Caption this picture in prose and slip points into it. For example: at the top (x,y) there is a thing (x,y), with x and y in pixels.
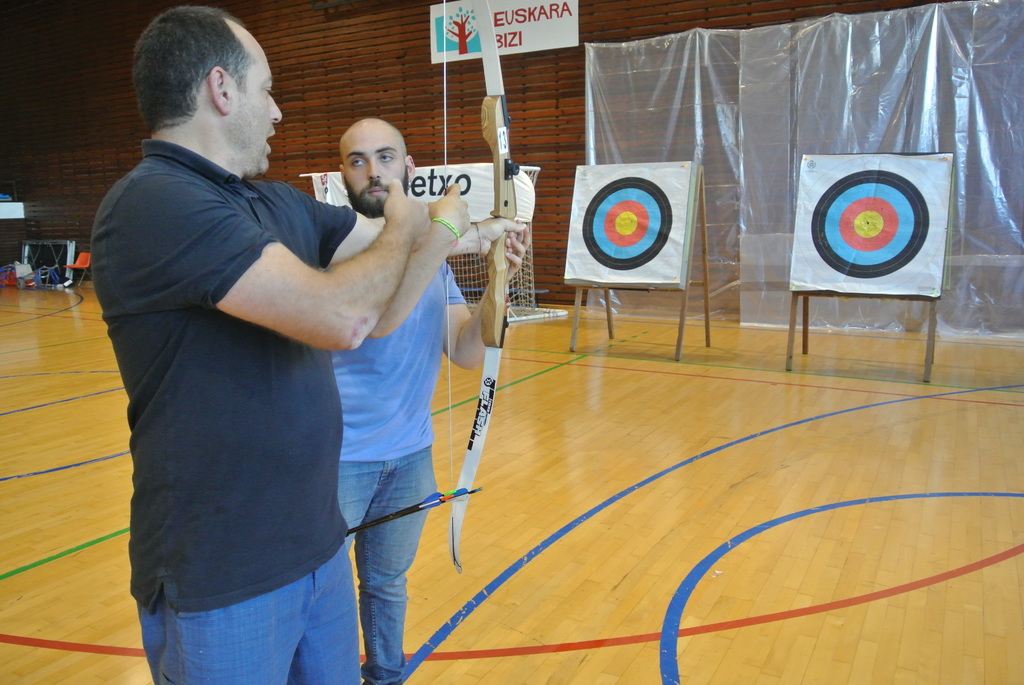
In the picture I can see a man (145,504) standing on the left side (295,506) wearing a T-shirt (295,346) and he is holding the archery bow (511,182) in his hand (414,202). He is giving instructions to a man (402,470) beside him. I can see the target boards (952,215) on the floor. I can see the transparent covers (865,112) on the top right side (896,102). I can see the net pole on the floor (79,309). I can see a chair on the floor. I can see a small board (533,4) with text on it at the top of the picture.
